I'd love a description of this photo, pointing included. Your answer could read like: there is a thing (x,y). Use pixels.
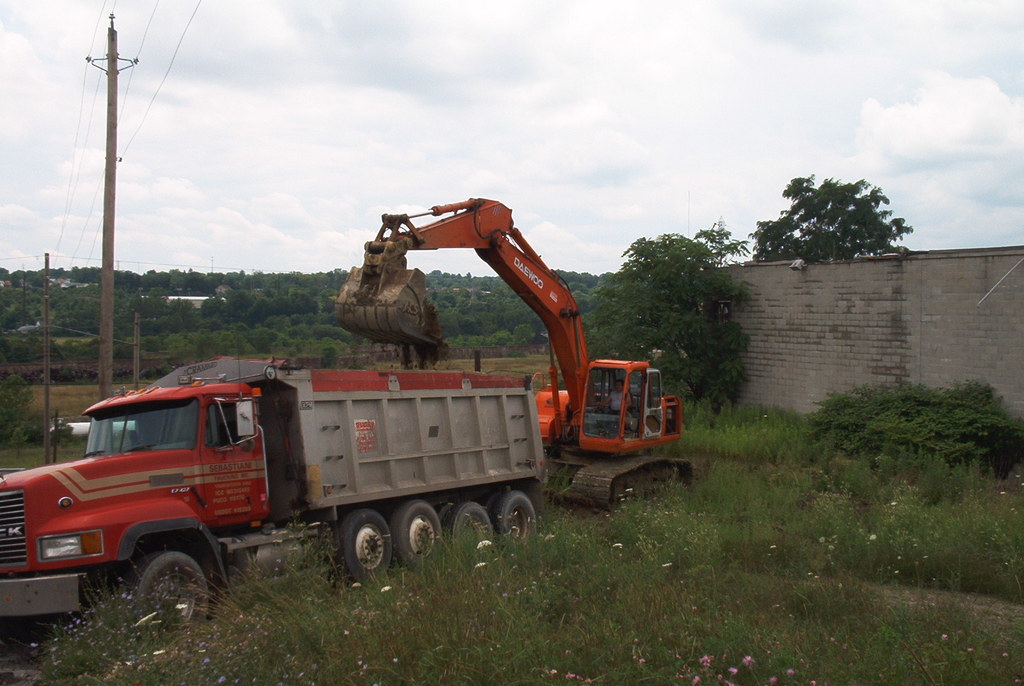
In this image, in the middle (415,457), we can see a truck (314,488) and a crane (633,450), inside a crane (646,373), we can also see a person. On the right side of the image (934,349), there is a wall (917,288) and a camera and few trees (812,242). On the left side of the image (115,121), we can see electrical pole (117,87), electrical wires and few trees (54,351). In the background (318,322), we can also see some trees (499,310). On the top (607,96), we can see a sky (607,96) which is cloudy, at the bottom (921,597), we can see some plants (936,582) with flowers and grass (827,543).
